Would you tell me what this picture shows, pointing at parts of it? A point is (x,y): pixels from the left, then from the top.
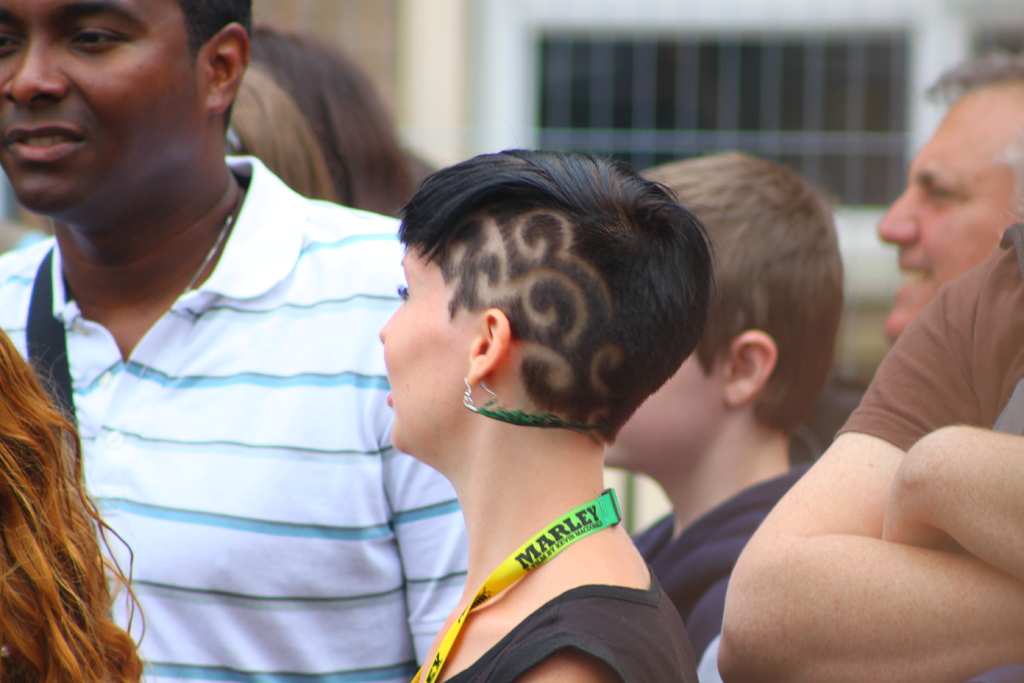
In this picture we can see people (87,249). Background (825,86) portion of the picture is blur.
